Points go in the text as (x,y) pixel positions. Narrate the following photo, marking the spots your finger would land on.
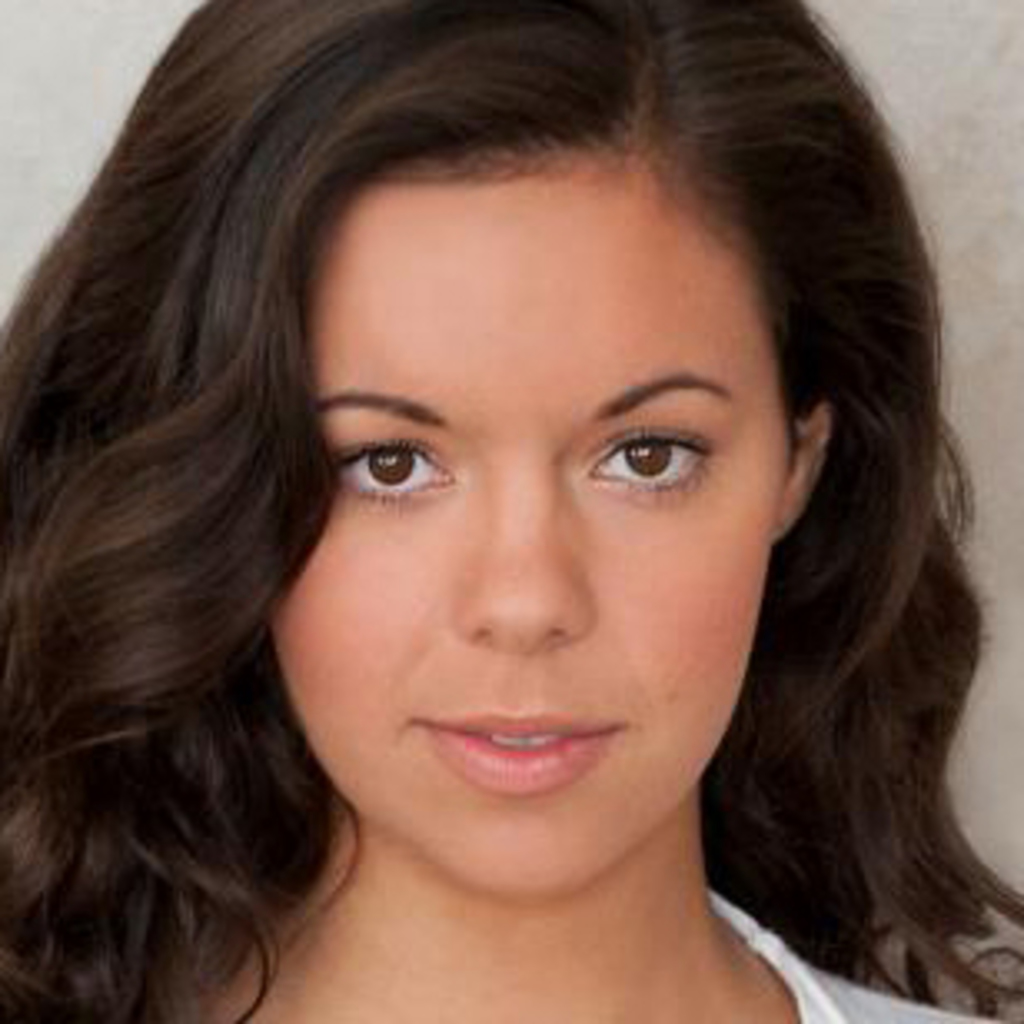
In this picture I can observe a woman (482,475) in the middle of the picture (558,495). The background (33,107) is in white color.
